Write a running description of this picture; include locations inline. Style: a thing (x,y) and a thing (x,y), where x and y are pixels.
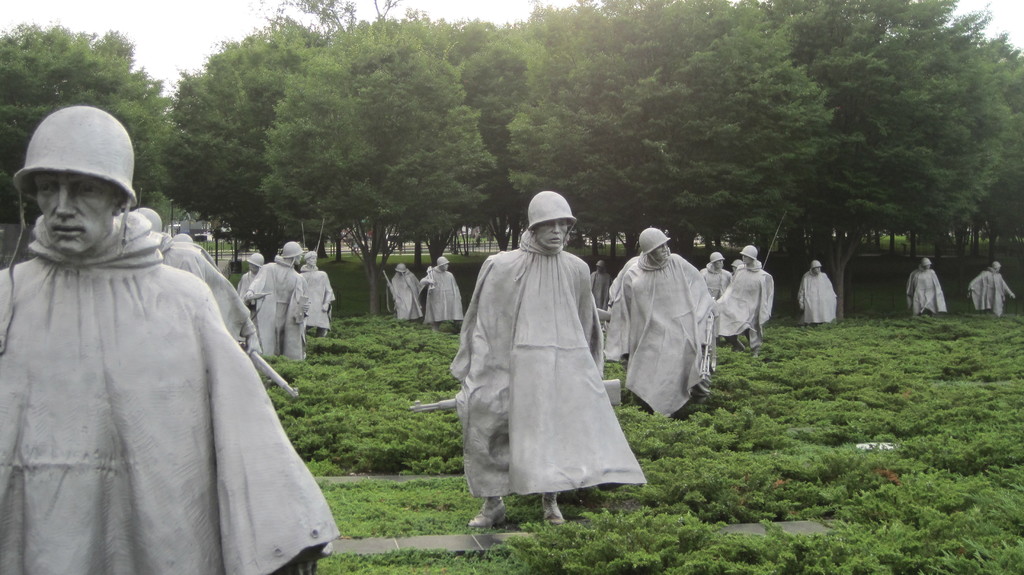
In this image we can see the sculptures (662,340), grass (340,408), plants (855,489), trees (1010,76), at the top (225,13) we can see the sky (171,35).
